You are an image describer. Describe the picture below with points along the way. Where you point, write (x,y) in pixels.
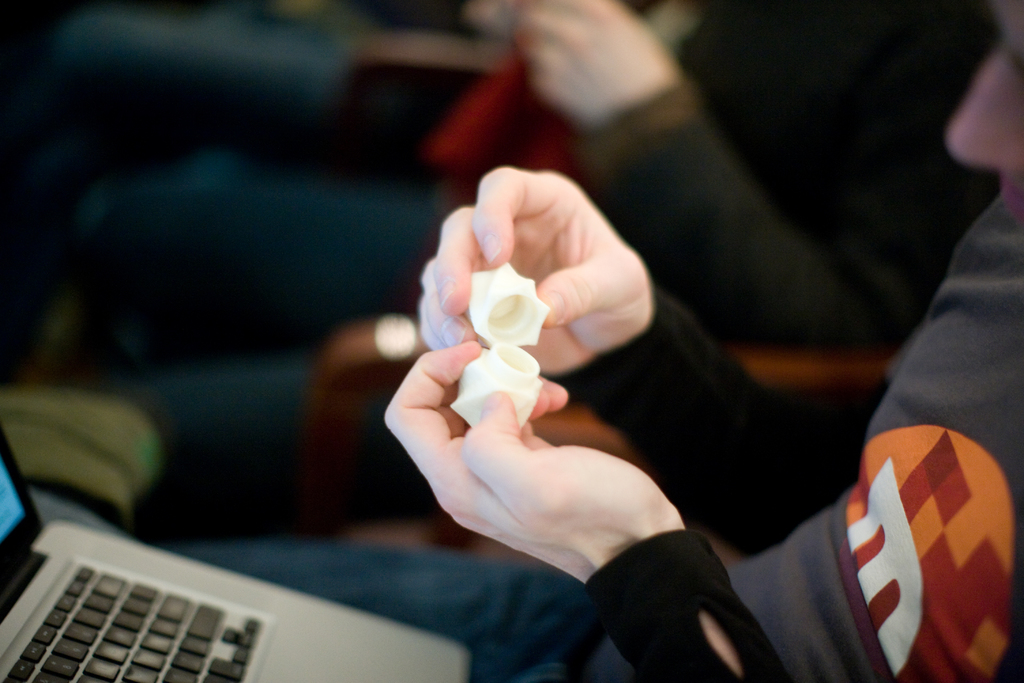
In the image few people (934,310) are sitting and holding something in their hands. In the bottom left corner of the image (16,502) there is a laptop (39,625).
